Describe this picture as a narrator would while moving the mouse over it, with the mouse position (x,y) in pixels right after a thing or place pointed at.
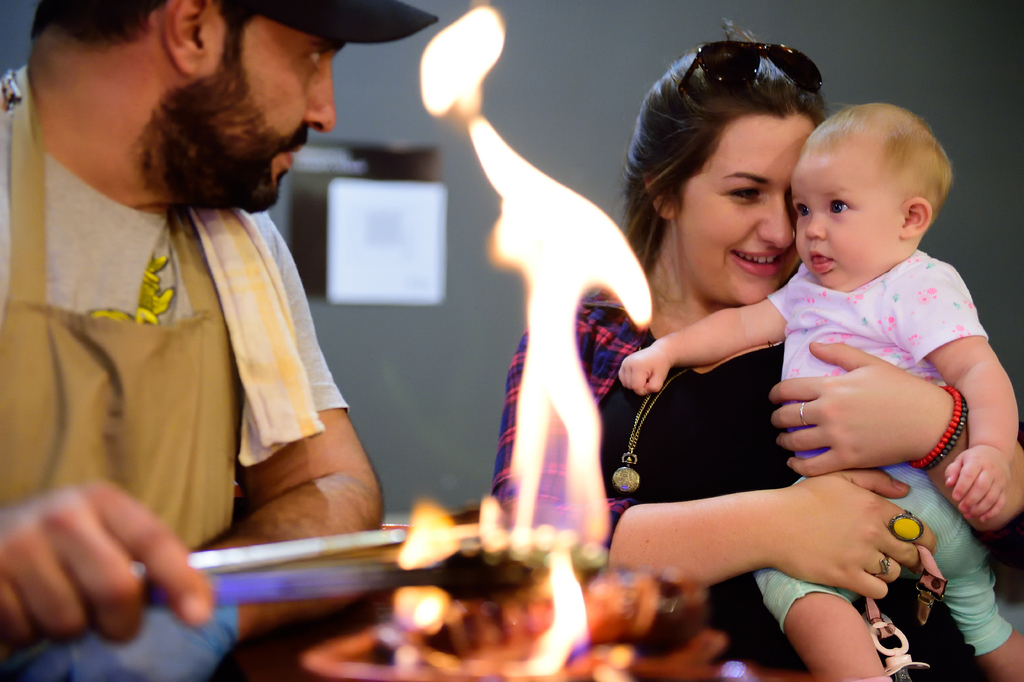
In this image I can see on the left side (222,427) a man (230,440) is preparing the food (489,601) on the fire (521,418). He wore black color cap (374,42), on the right side (702,295) a beautiful woman (718,384) is smiling and also holding a baby (877,312) with her hands (883,420). This baby (895,351) wore white color top (894,331) and green color trouser (953,533).
